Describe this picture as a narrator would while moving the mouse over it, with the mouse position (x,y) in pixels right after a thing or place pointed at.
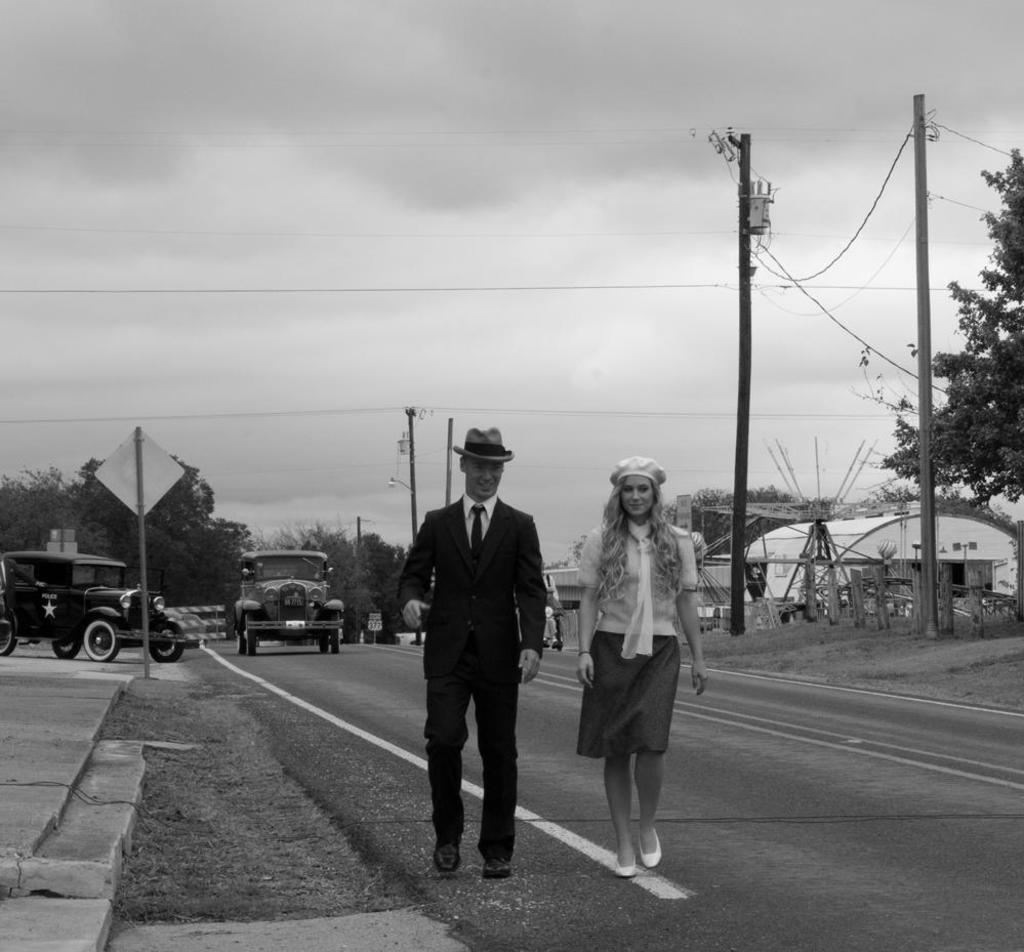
In this image there is a road (750,850) at the bottom (706,884). There is a vehicle (5,650), a pole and there are trees (24,488) on the left corner (173,568). There are trees (1002,484), poles (931,510) and objects (889,548) on the right corner (965,568). There are people (594,636) standing in the foreground (463,715). There is a vehicle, there are poles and trees (355,559) in the background (350,610). And there is sky (490,205) at the top (459,234).
